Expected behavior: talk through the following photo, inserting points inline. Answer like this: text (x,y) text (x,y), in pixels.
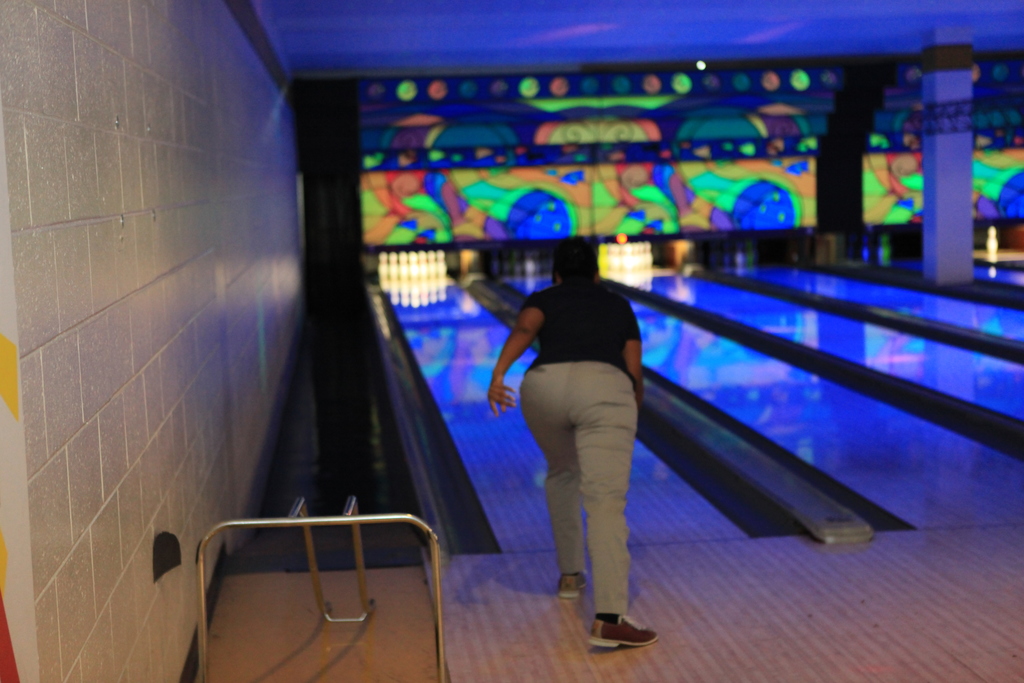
In this picture there is a person (575,475) and we can see bowling game (686,330), wall (200,488), pillar (962,37), floor (905,599) and rods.
